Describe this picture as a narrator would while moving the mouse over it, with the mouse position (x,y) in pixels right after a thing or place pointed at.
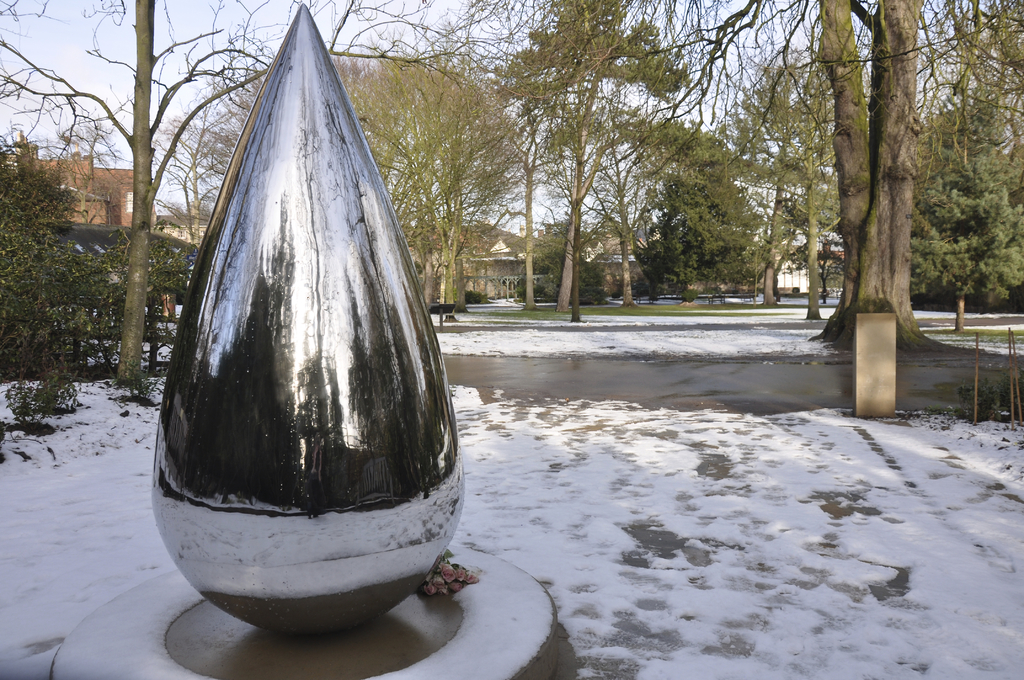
In this image we can see there is a sculpture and there are buildings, trees (703,157), poles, grass (702,304), snow (743,567) and the sky (738,4).
